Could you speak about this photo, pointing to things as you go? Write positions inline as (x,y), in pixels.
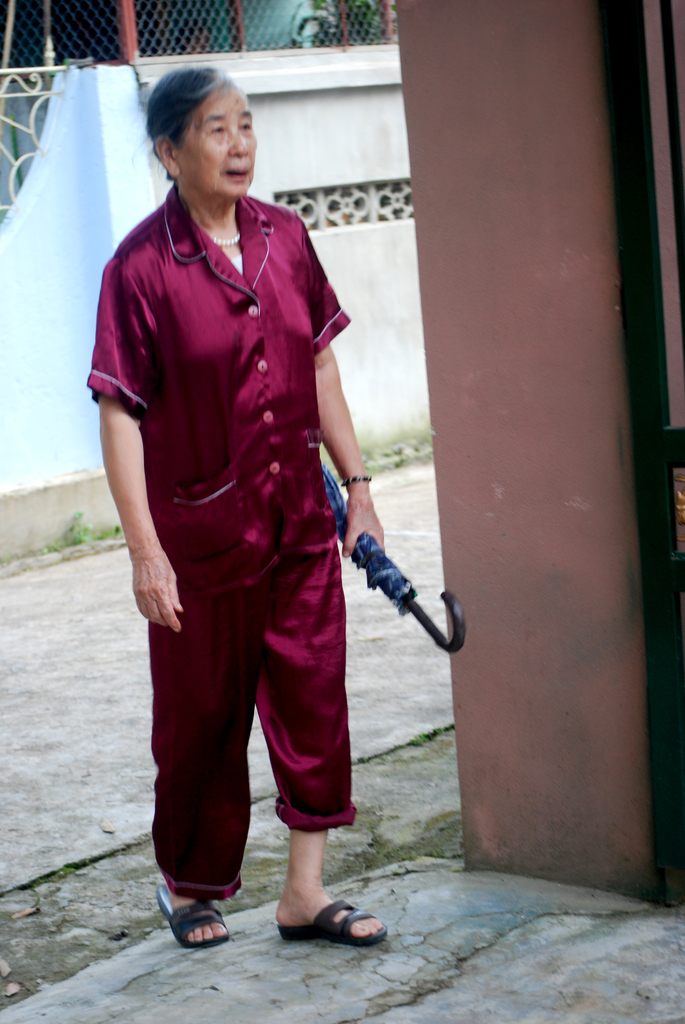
In the middle (330,375) I can see a woman (222,890) is walking on the floor (303,984) and is holding an umbrella (447,648) in hand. In the background (103,173) I can see a wall (378,157), fence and houses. This image is taken may be during a day.
